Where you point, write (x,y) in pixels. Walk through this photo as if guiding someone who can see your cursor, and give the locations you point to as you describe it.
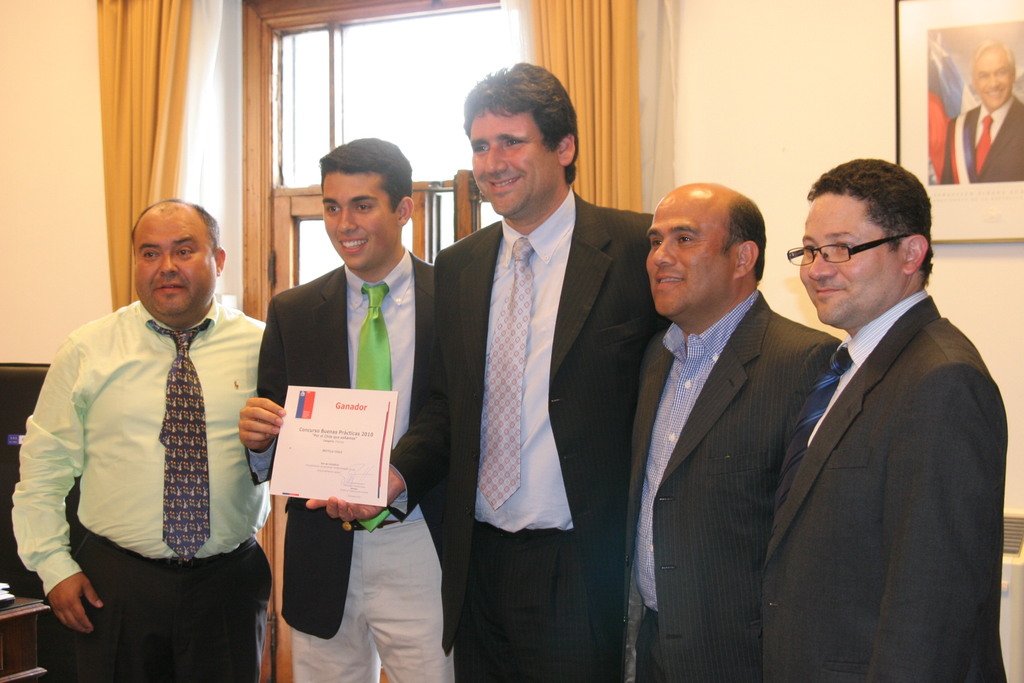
In this image we can see few people (502,429) standing. Two are holding a paper (326,444) with some text (343,464). One person (839,299) is wearing a specs (822,254). In the background (421,90) there are windows (407,76). Also there are curtains (147,72). And there is a wall (855,60) with photo frame (920,176). On the left side (33,607) there is a wooden object (19,636).
